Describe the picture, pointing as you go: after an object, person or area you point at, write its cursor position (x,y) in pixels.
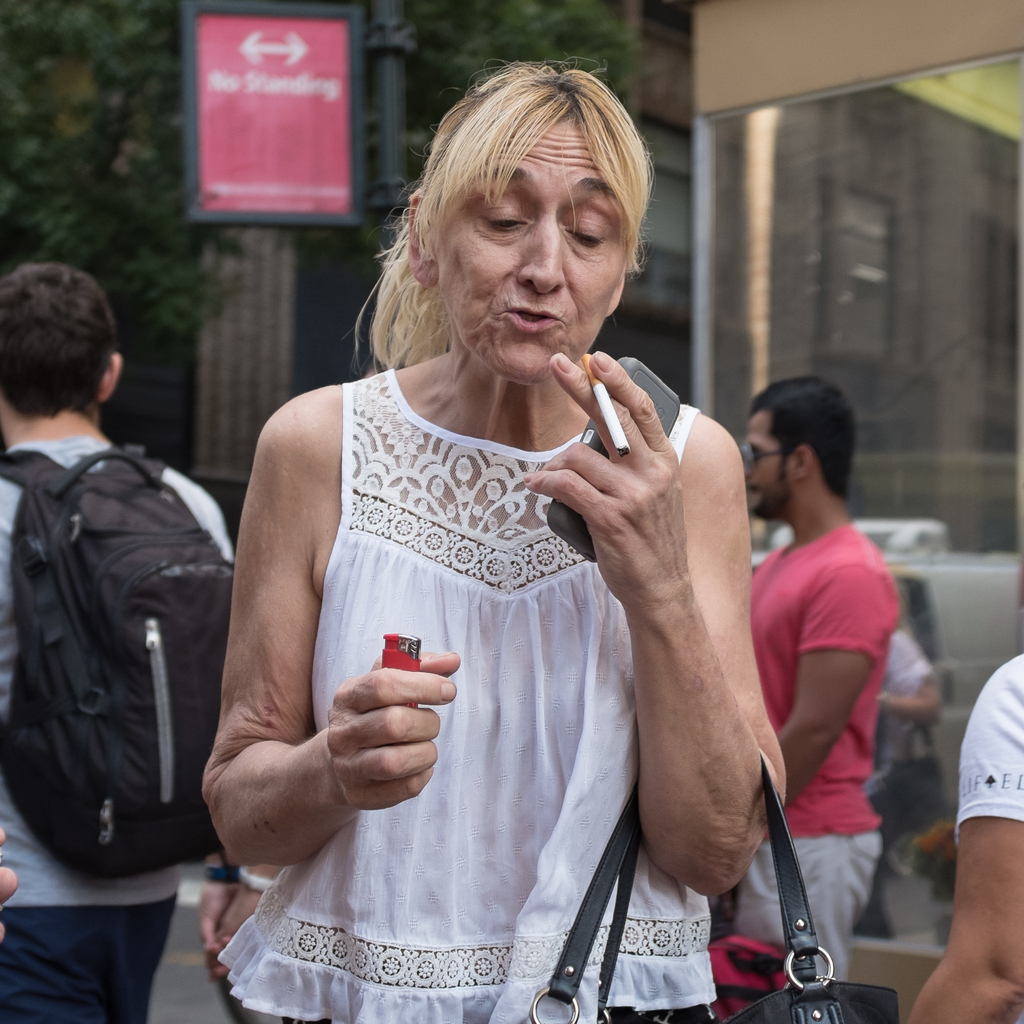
In this image I can see a person (634,449) is holding a cigarette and lighter (413,655). Back I can see few people (780,598), board (249,94) and one person (26,381) is wearing a bag (87,835).
